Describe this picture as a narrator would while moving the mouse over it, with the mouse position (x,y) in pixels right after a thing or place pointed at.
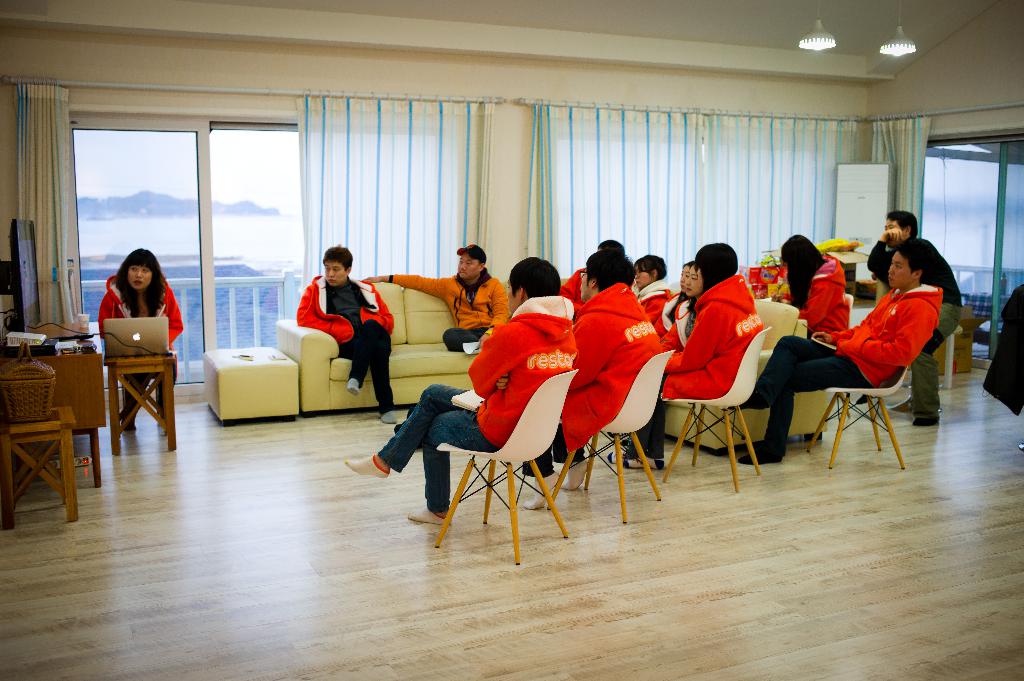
This Image is clicked in a room (329,420). There are sofas (750,419) and chairs (547,437) and table (62,379). There is a curtain (472,206) on the backside (683,157), there are lights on the top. People (816,327) are sitting in chair (506,469), and sofas (464,348). There is a person (120,290) on the left side (161,346) who is using laptop (141,336) and there is TV (23,237) on the left side (59,323) table (88,355).
